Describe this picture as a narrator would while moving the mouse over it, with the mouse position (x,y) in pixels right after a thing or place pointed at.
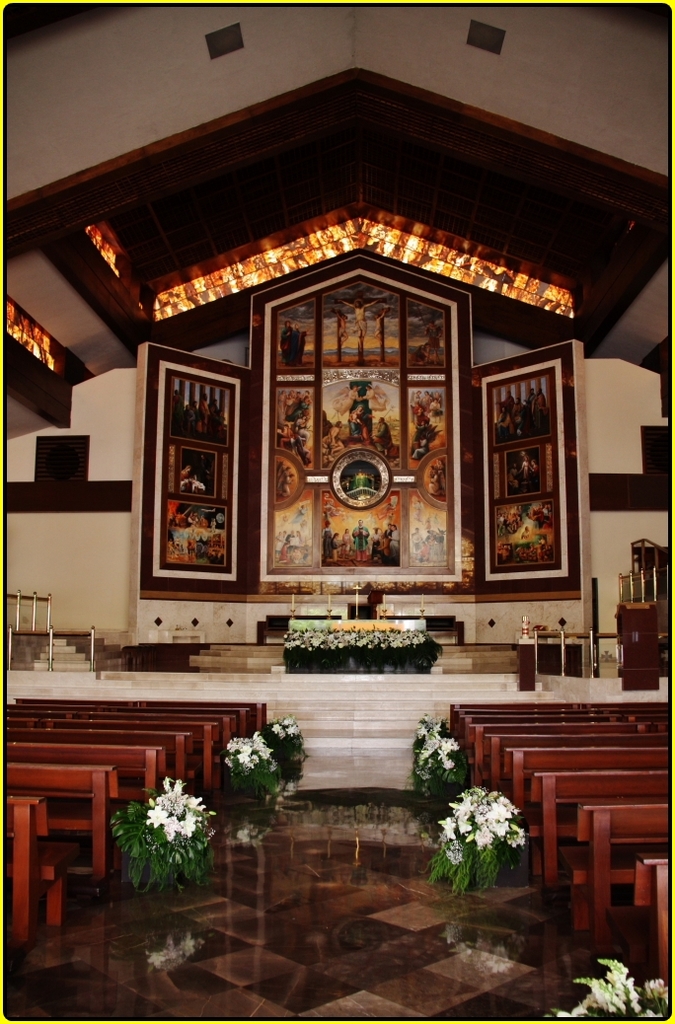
In this picture I can see there are few benches (601,730) into left and right and there are flowers (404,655) arranged here at the benches (537,744) and in the backdrop (338,626) there is a table (380,623) and there are photo frames (330,450) on the wall (619,530) and there is a wooden roof top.
